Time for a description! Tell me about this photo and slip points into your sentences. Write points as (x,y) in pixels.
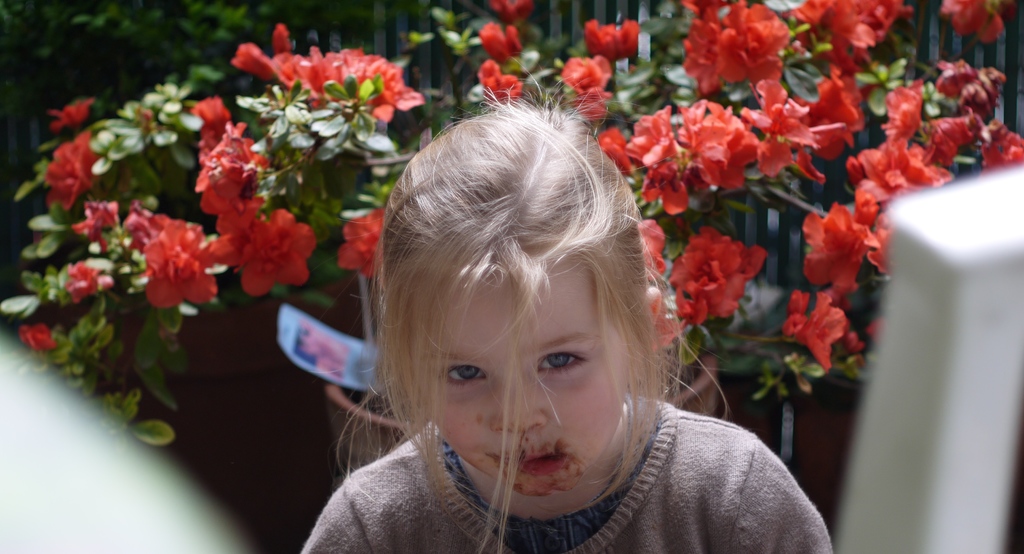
In this image there is one kid (554,440) in middle of this image (572,333) and there are some plants (342,147) with some flowers (233,163) in the background (361,153).
